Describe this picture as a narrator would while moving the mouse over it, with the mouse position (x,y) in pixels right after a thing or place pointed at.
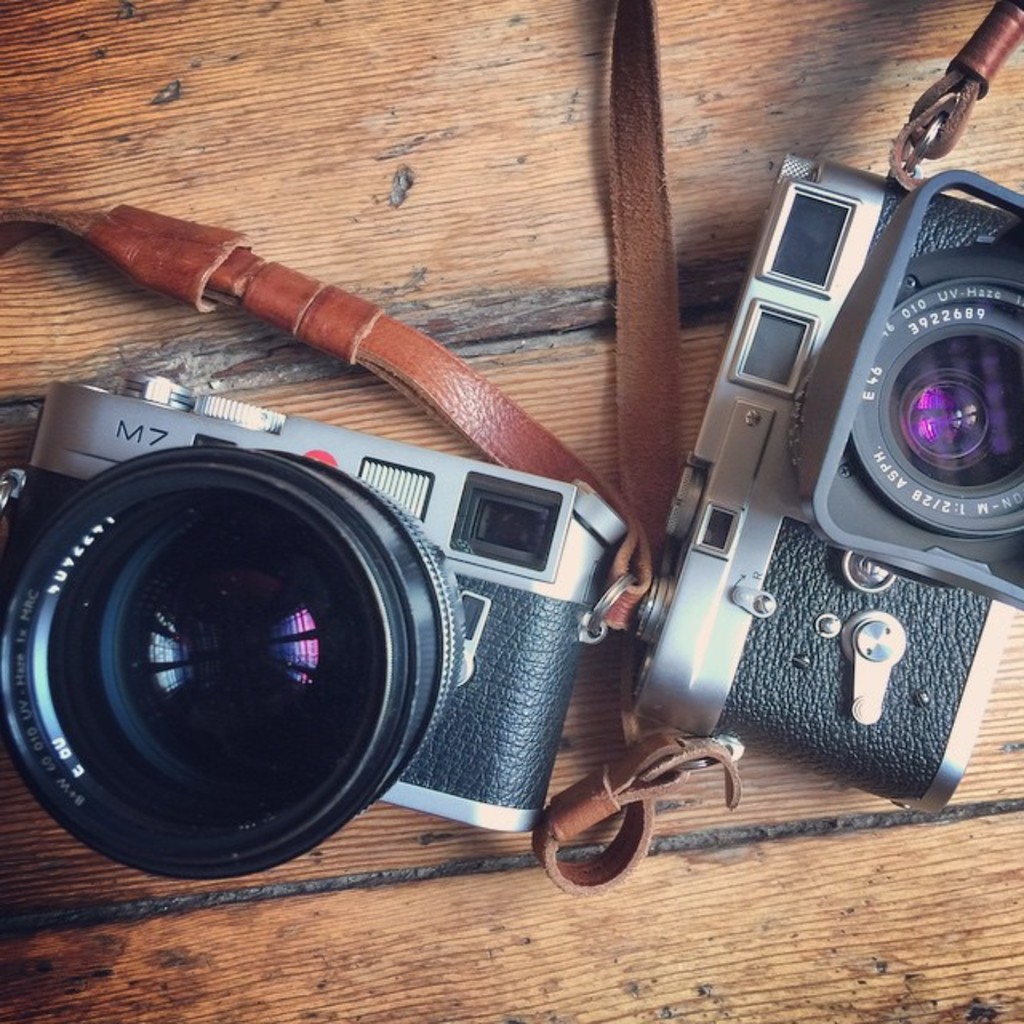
In this image we can see cameras (591,546) placed on the wooden surface (539,170).
